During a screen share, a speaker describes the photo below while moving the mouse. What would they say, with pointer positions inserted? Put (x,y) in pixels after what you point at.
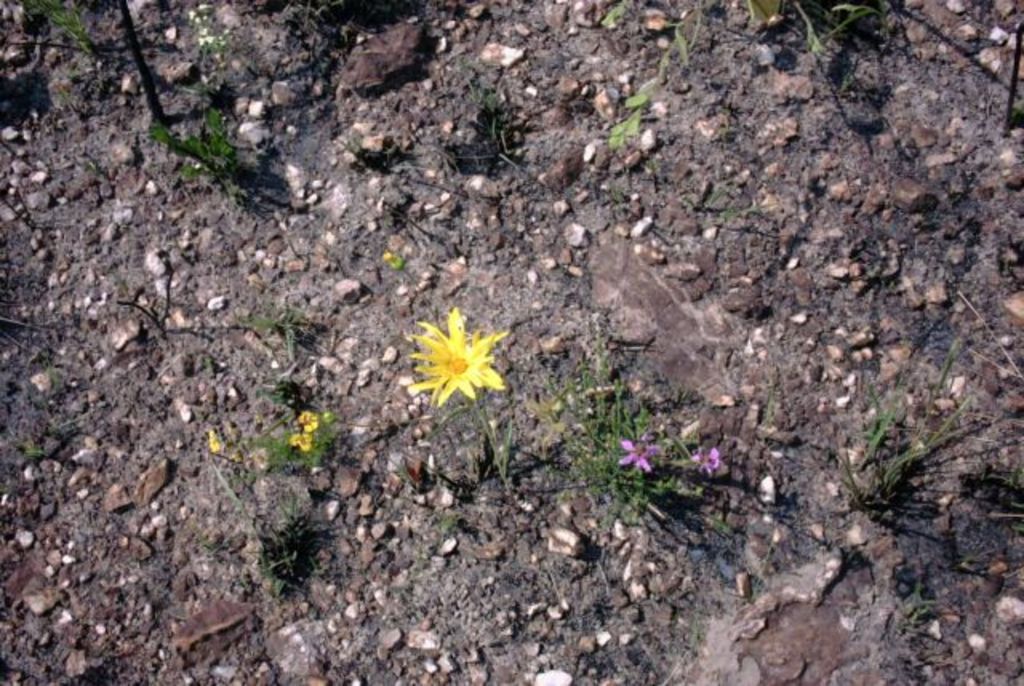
In this image, I can see the plants (305,529), stones (122,501) and rocks (643,313) on the ground (741,269).
